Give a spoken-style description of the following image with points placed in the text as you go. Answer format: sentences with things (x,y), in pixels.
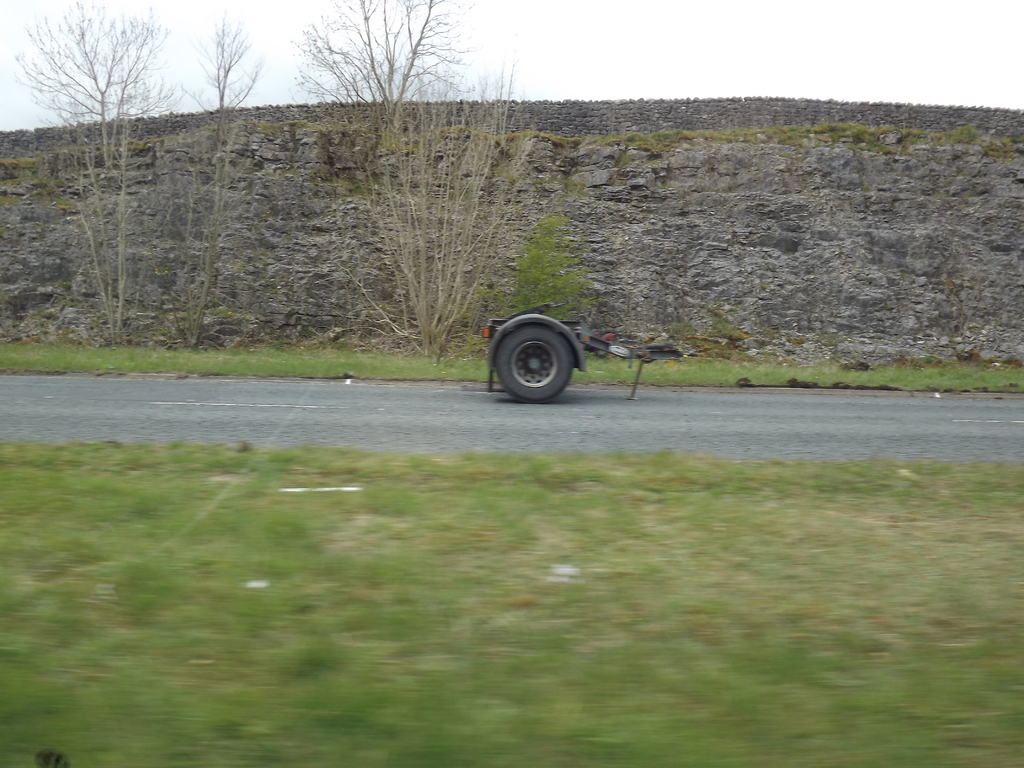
In this image there is the wheel (519,372) of a truck (565,378) on the road surface (573,429), on the either side of the road (411,386) there is grass (451,363), trees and rocks (835,232).
